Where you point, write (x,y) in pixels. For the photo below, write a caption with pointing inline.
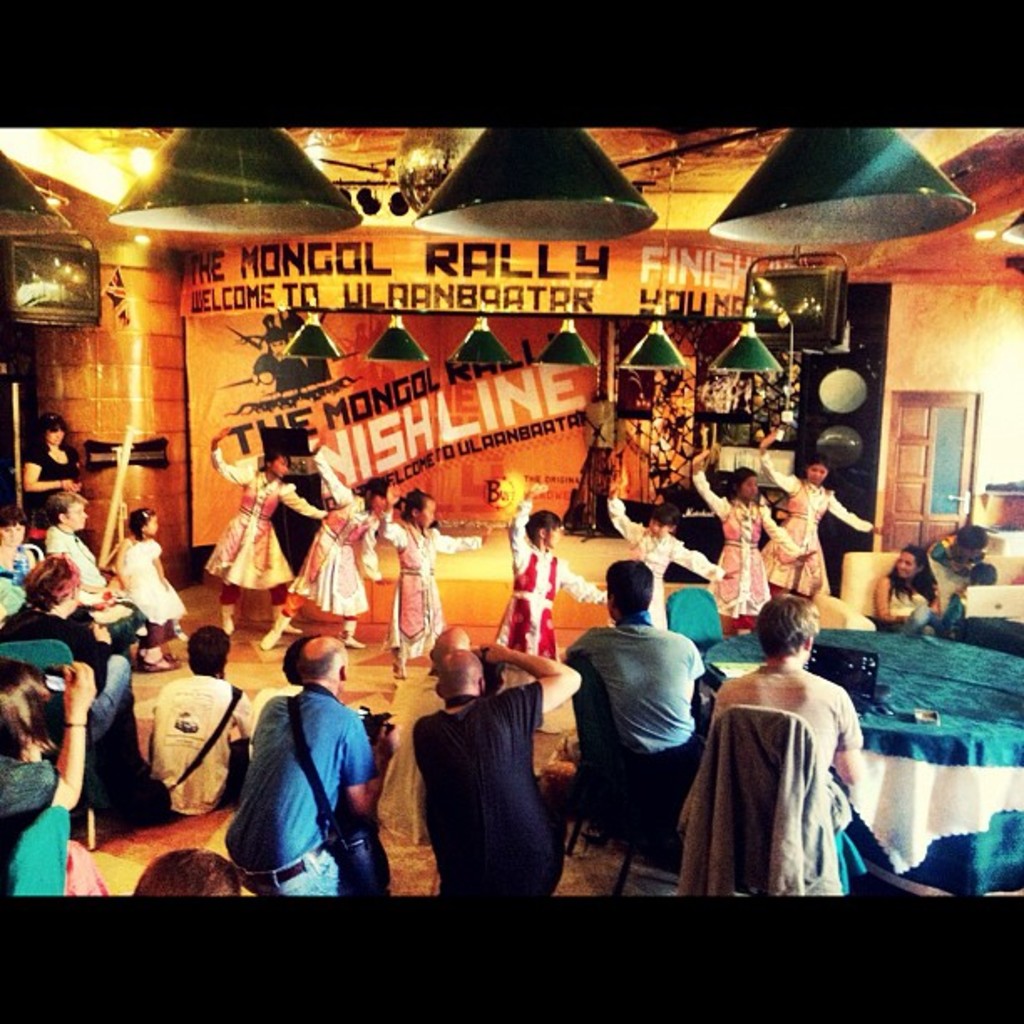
In this image we can see some group of persons (218,548) dancing, in the foreground of the image (652,694) we can see some persons (637,781) sitting on chairs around tables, we can see some cameraman (266,716) and in the background of the image (155,309) there is a wall (82,424), sound box (841,556) and there are some lights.
